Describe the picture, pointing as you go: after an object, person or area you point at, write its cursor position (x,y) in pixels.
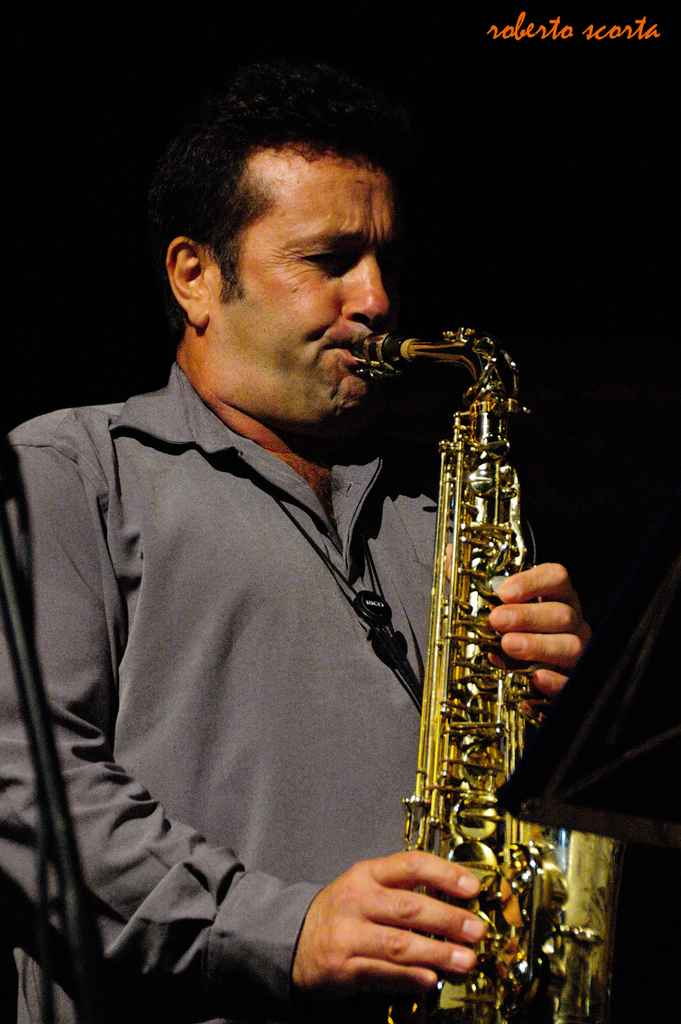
In the picture we can see a man (384,718) standing and playing a music holding a musical instrument (473,718) with a mouth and he is wearing a gray color jacket (96,812).
